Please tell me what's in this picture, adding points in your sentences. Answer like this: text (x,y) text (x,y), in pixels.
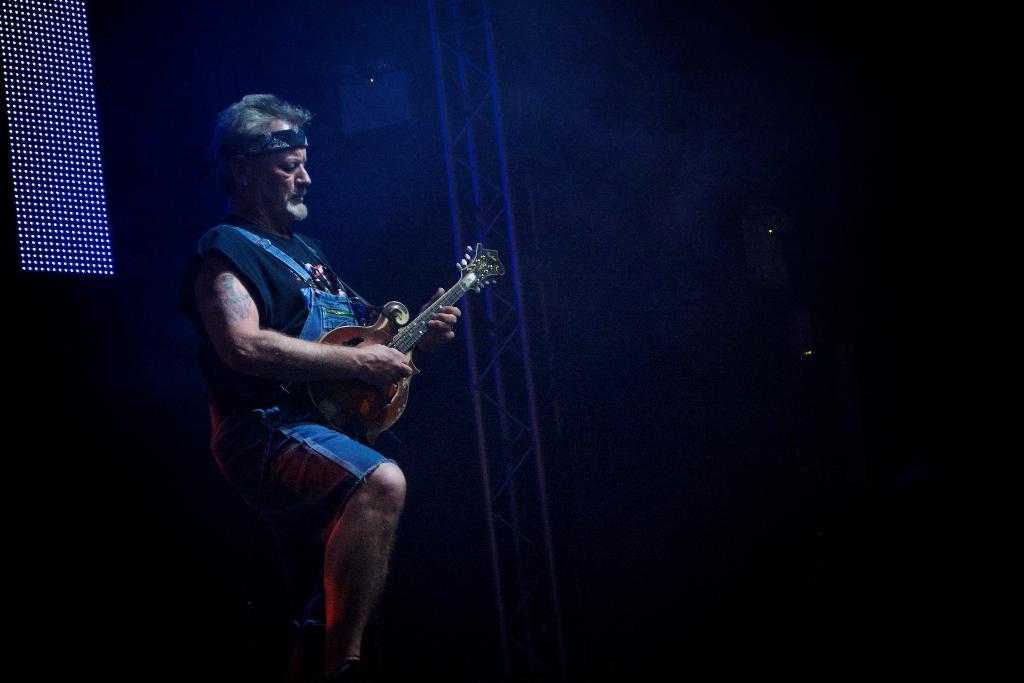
In this image i can see a man (307,417) is playing a mandolin (345,391) in his hand (408,365).
